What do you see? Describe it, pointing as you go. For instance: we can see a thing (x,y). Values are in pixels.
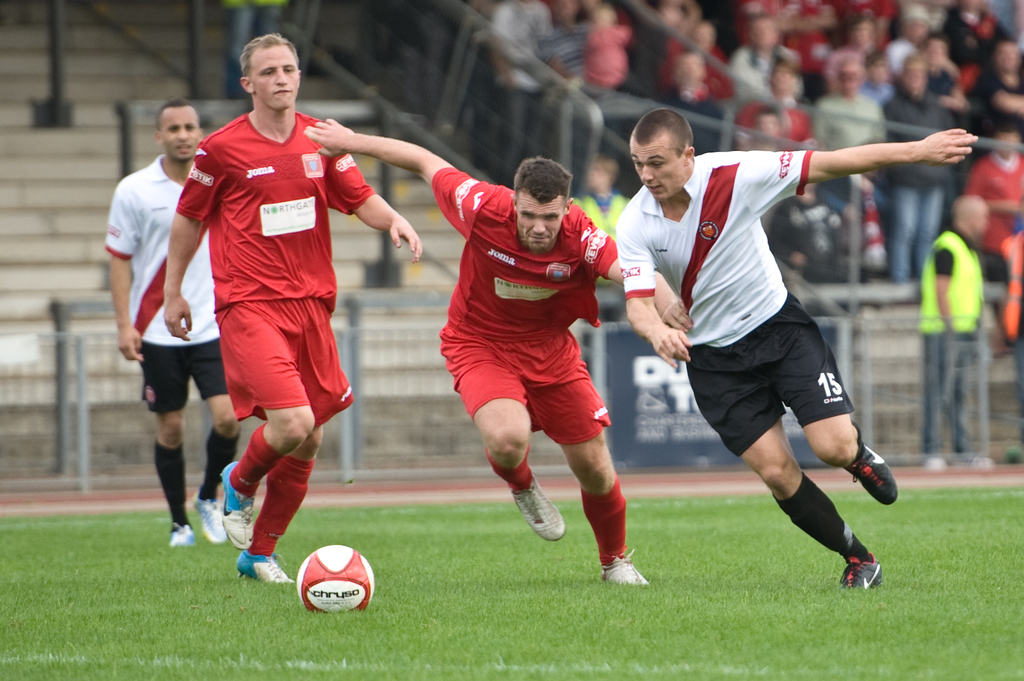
In this image I see 4 men (138,184) in which these both are wearing white, red and black color jersey (686,303) and these both are wearing red color jersey (301,210) and I see a ball (319,582) over here which is of white and red in color and I see the green grass (578,662). In the background (17,58) I see the fencing (382,430), steps (6,49) and I see number of people (813,105) over here.
